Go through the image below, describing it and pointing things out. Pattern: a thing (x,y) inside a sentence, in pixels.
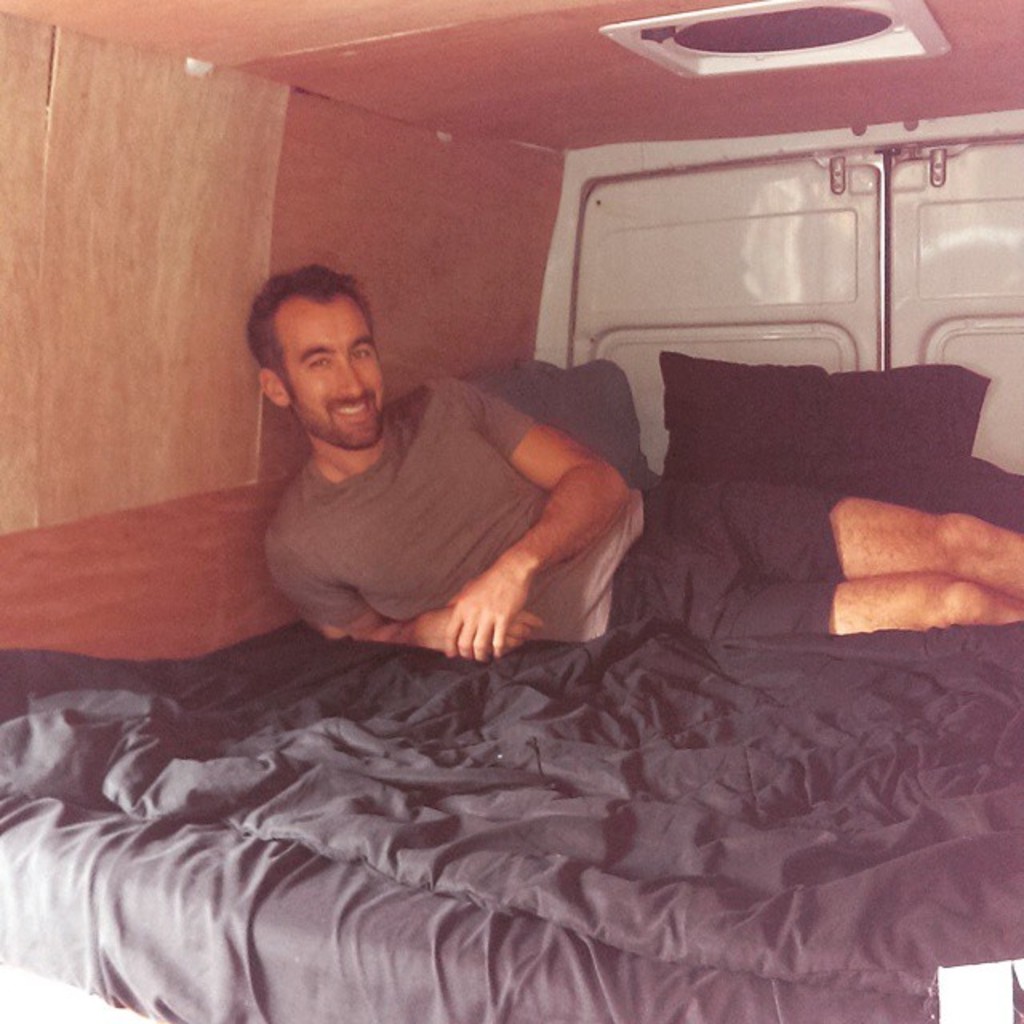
There is a man (761,568) laying on the bed (706,819). He wore a T-Shirt (478,507) and a short (672,535) he is smiling. This is the bed sheet (543,837) here is the pillow (787,462). This is the roof (475,97).
